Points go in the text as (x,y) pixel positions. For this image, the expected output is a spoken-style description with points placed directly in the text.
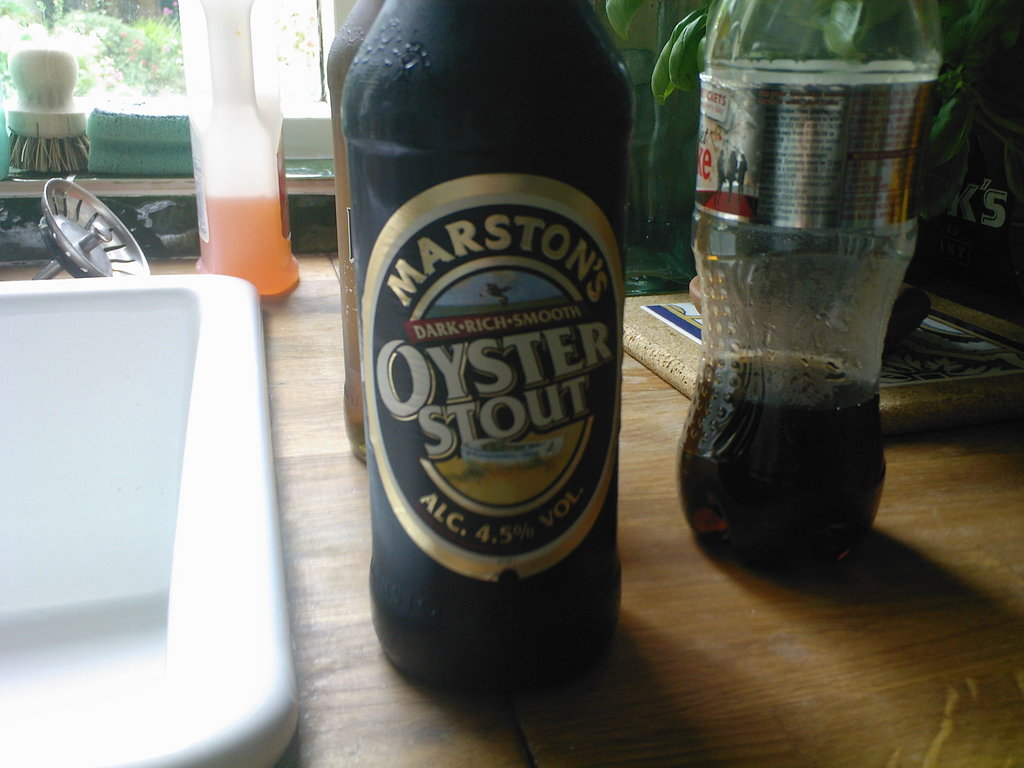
There are three drink bottles (719,248) on the table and there is a white wash basin (139,411) beside them.
